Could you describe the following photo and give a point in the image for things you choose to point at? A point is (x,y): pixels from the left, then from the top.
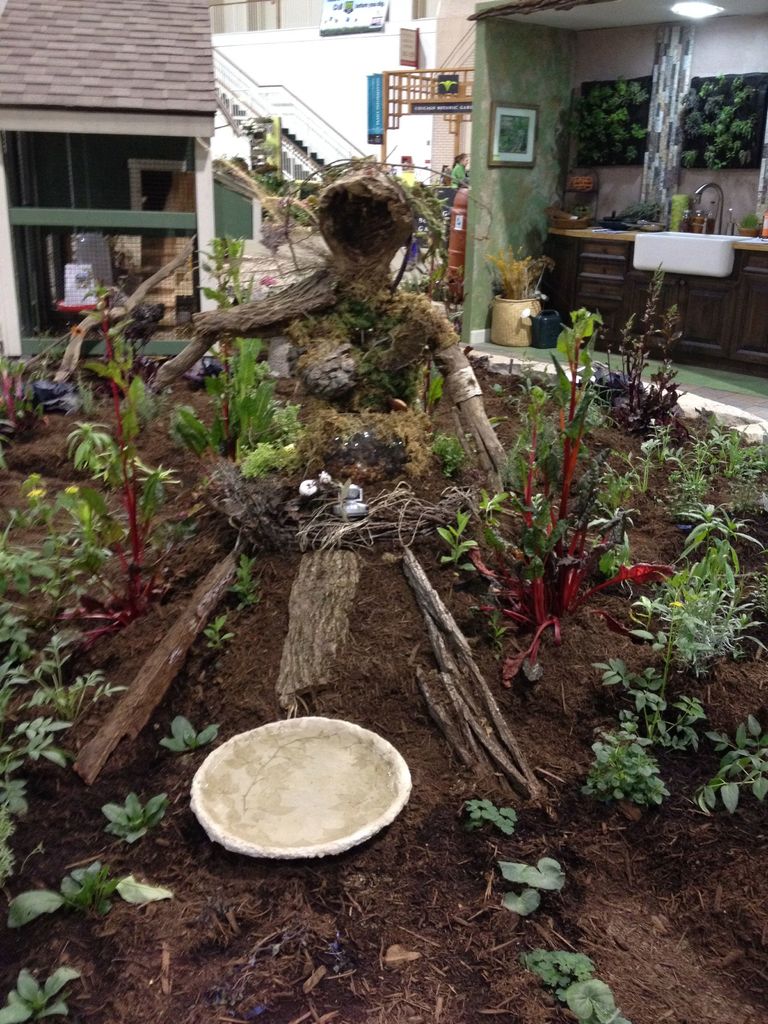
In this image we can see a wooden statue (374,221) and plants (444,440). Background of the image (690,232) kitchen (684,223), stairs (294,138) and house (142,82) is there.
